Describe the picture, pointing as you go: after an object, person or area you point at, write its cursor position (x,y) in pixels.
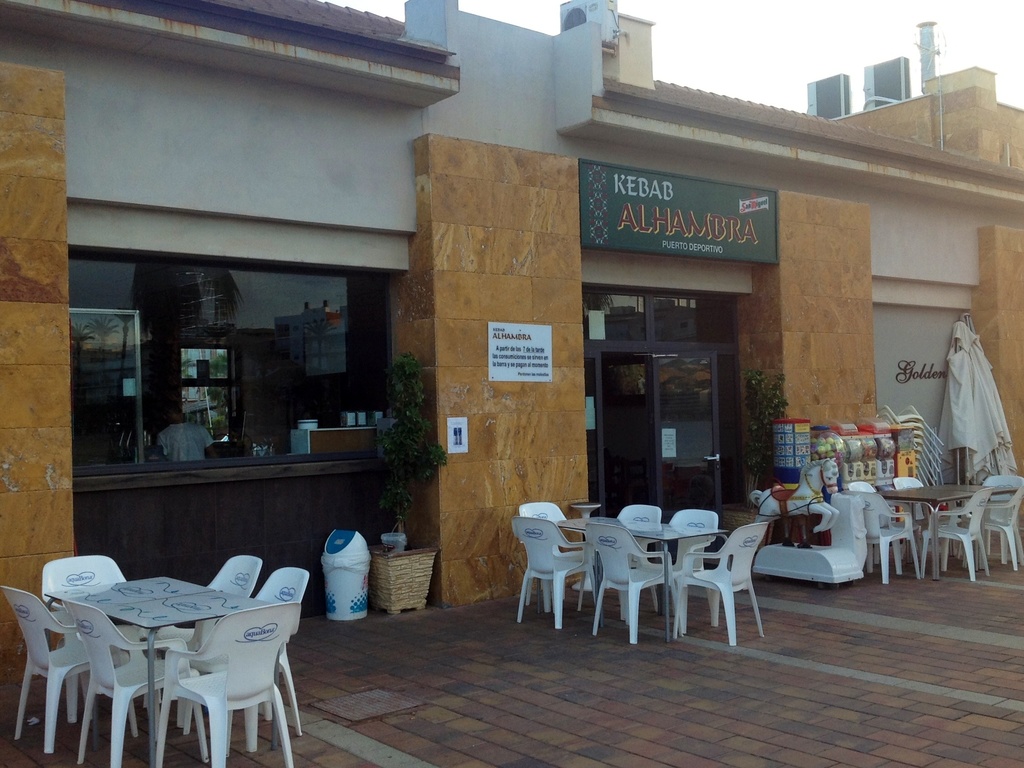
This image consists of a store (518,406), tables (177,599) and chairs (213,684). The Store (685,242) has a door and there are persons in that store (260,470). On that store (676,197) that is Kebab written on it.
